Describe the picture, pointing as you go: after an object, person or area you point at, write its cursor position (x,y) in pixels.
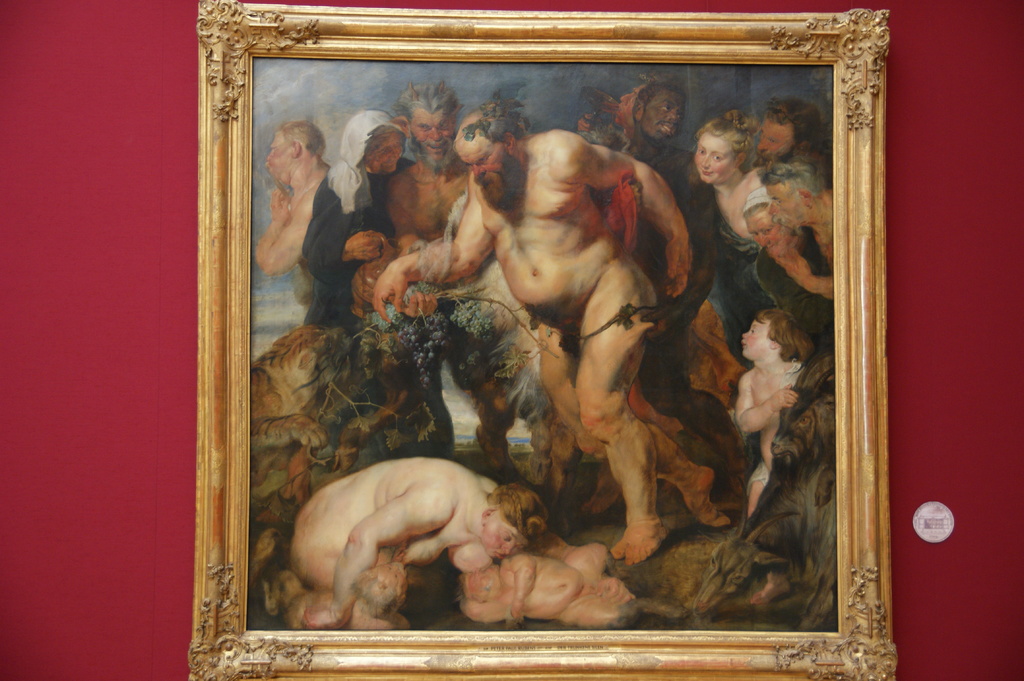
In this picture I can see the painting (597,449) which is placed on the wall (928,354), beside that I can see the white color object (919,532). In that painting (764,309) I can see many people (570,197).
